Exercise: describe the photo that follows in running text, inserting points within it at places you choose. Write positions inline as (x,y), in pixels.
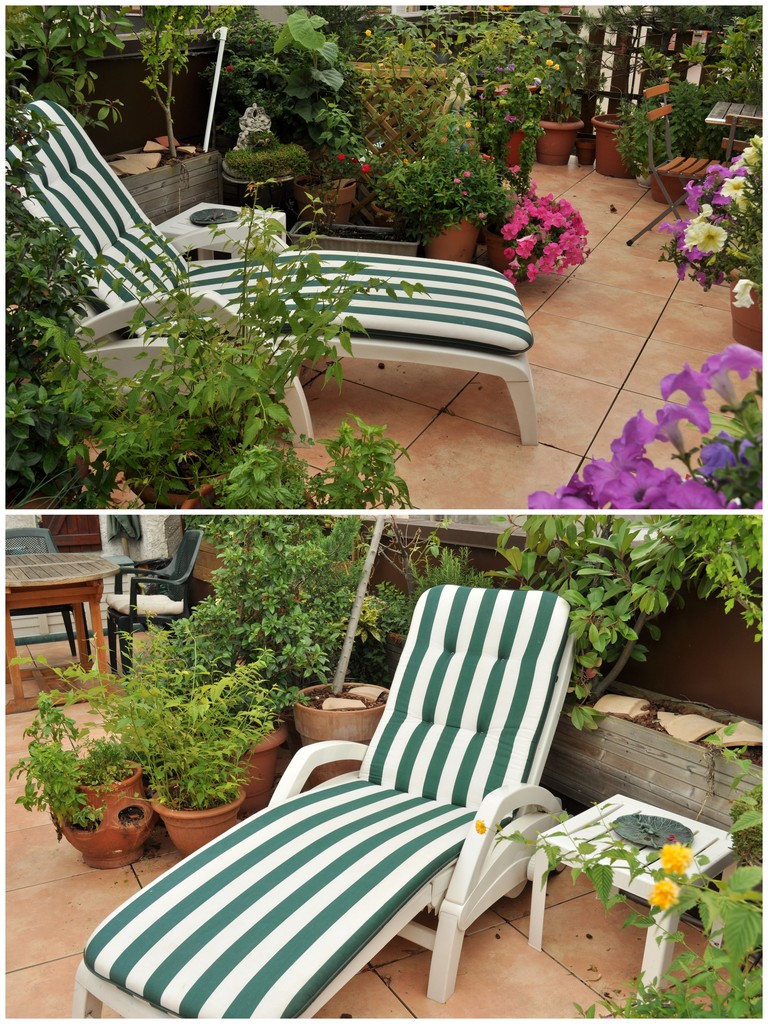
This is a collage of similar pictures and we see a chair (42,126) and few plants (498,184) around.
